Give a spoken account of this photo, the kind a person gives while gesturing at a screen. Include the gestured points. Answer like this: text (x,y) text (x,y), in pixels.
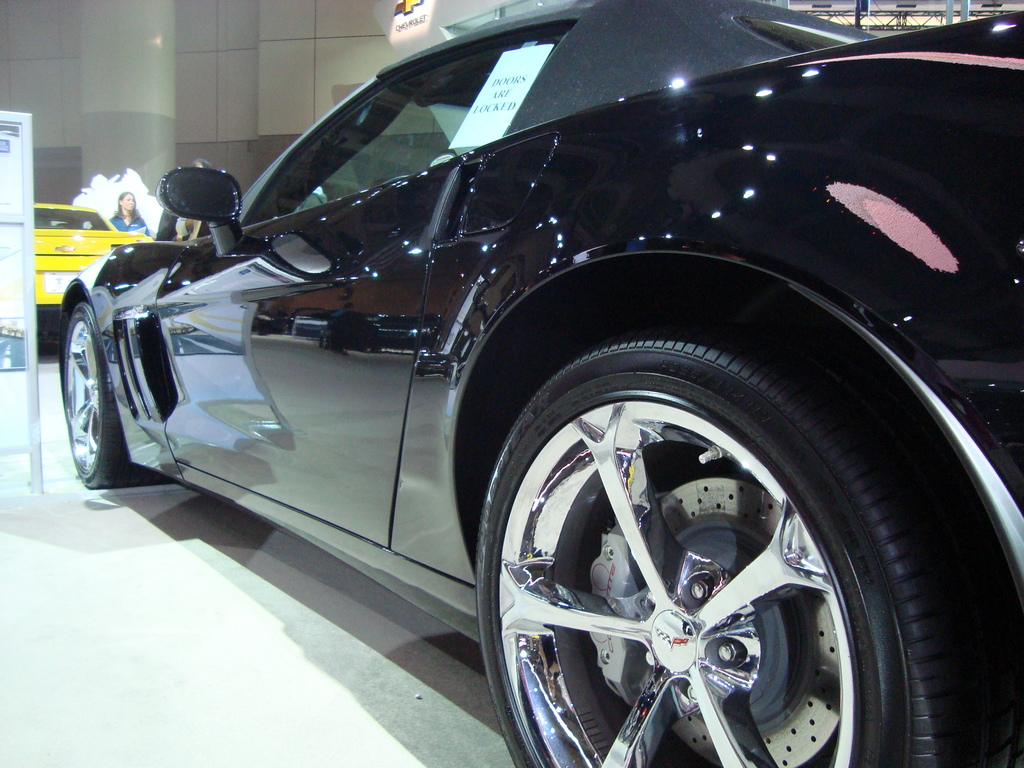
In this image there are vehicles (148,318) parked on the floor (185,558). In the foreground (523,215) there is a car (598,232). There is a paper (495,86) on the car (462,73). To the left (29,232) there is a board (26,275). Behind the car (199,207) there is a woman (128,202) standing. In the background (240,52) there is a wall (330,64).
